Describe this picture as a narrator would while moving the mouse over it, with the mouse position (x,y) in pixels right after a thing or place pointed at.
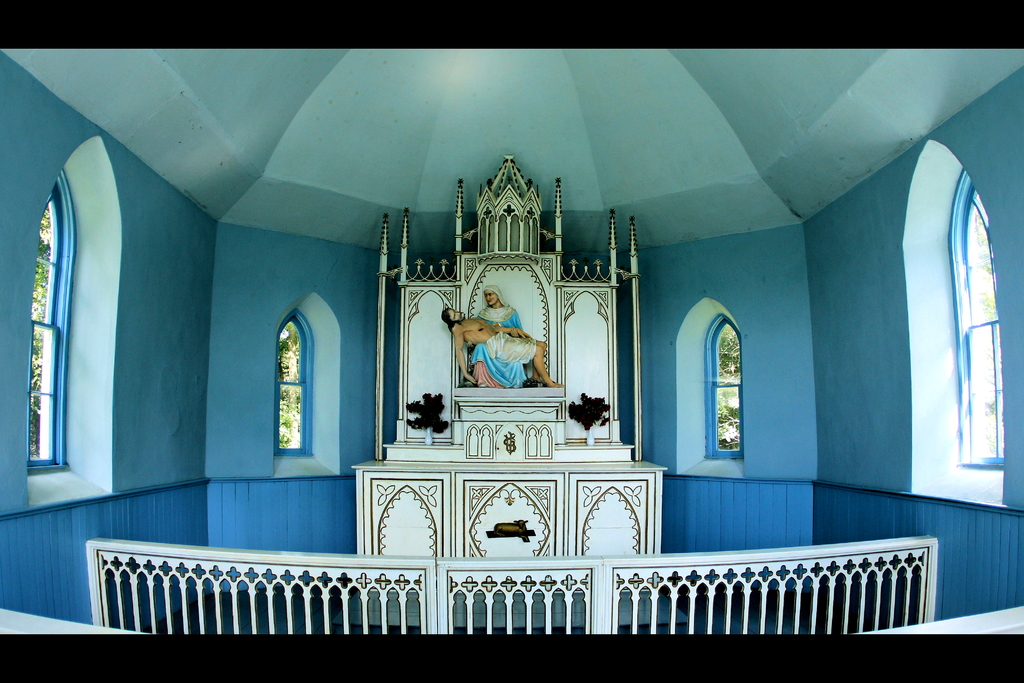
In this picture I can see statue of Jesus (504,358). This is an inside view of a church (503,504). Here I can see some windows (39,323) and a fence (744,612) over here.
